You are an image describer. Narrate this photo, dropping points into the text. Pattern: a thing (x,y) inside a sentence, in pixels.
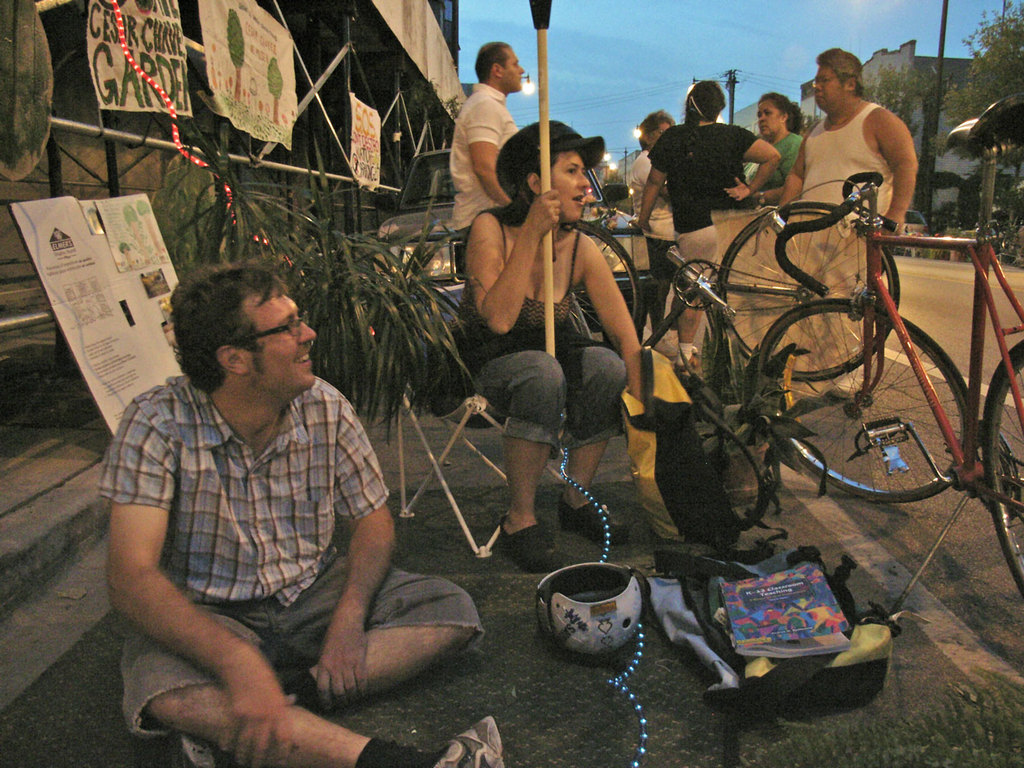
In this image we can see a group of people (455,634). In that a woman (534,533) is sitting on a chair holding a stick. We can also see the vehicles (869,290) and some objects (671,623) on the ground (518,583), some lights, boards (40,244) and banners (249,121) on a wall (304,128) and plants (232,206). On the right side (752,115) we can see buildings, poles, trees (1002,106), wires (641,101) and the sky (566,62).
